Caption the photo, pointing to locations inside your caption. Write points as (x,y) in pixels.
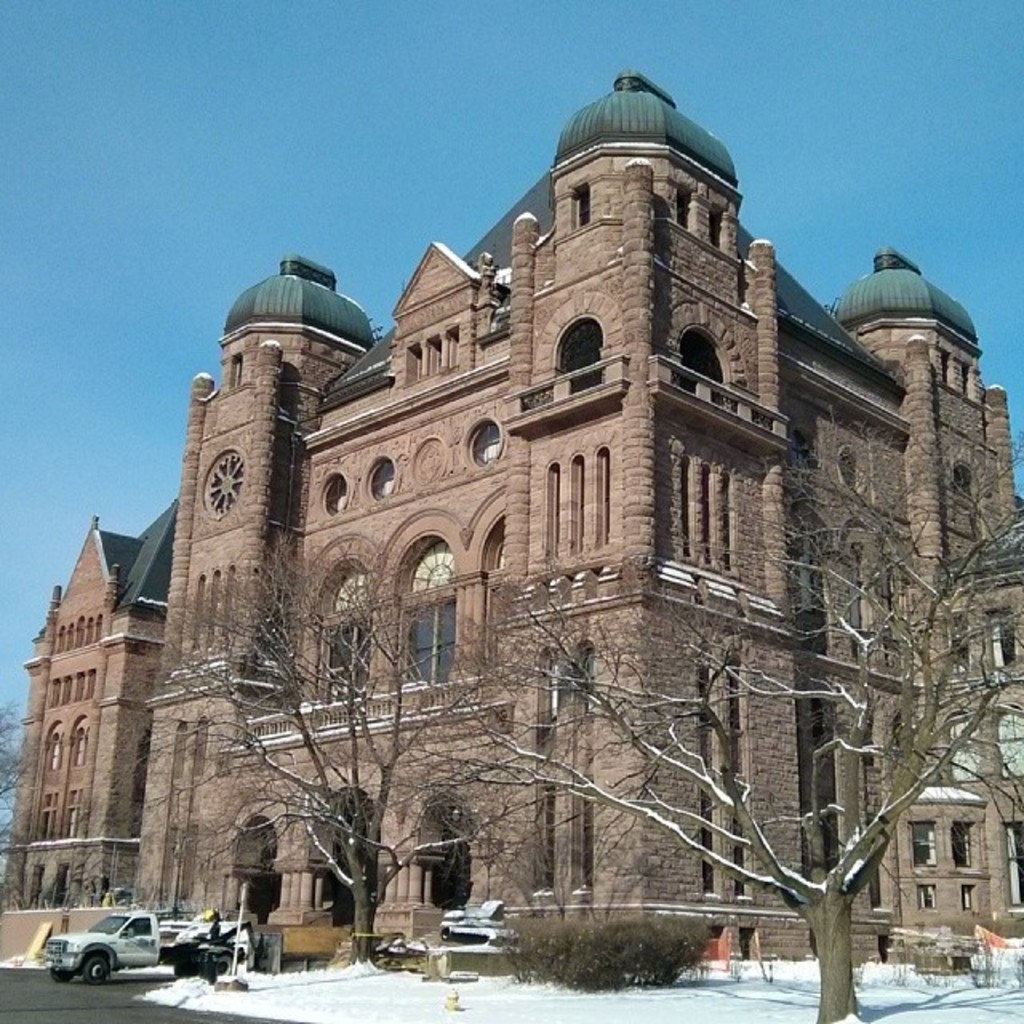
In the image I can see a building (626,649) to which there are some windows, arches (472,795) and also I can see some cars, trees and some snow (751,978) on the floor (478,1004).
